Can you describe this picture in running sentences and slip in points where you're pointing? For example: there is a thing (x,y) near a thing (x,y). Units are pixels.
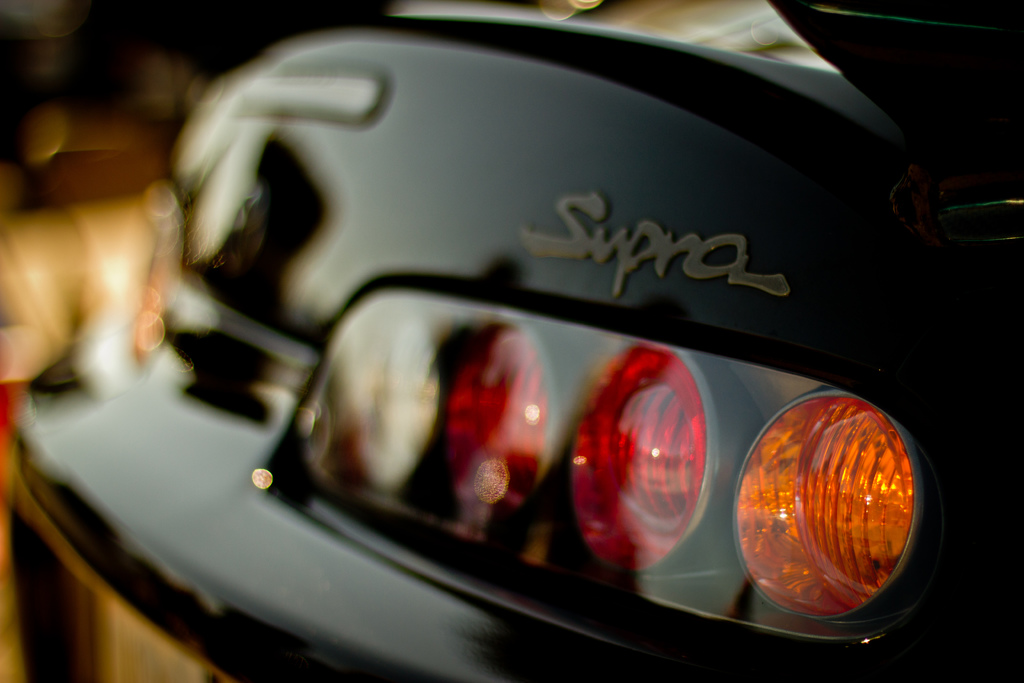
In this image we can see the taillight (491,460) of a car (301,211). There are three small lights (576,441) to it.
